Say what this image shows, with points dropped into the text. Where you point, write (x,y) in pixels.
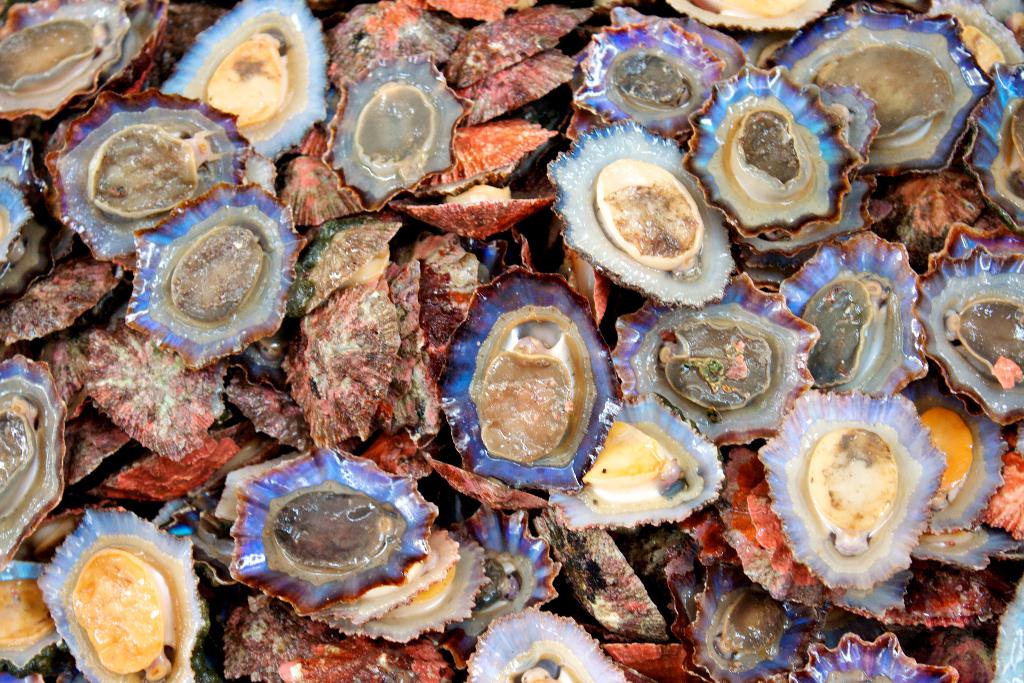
In this picture we can able to see many Shellfish (456,404).
